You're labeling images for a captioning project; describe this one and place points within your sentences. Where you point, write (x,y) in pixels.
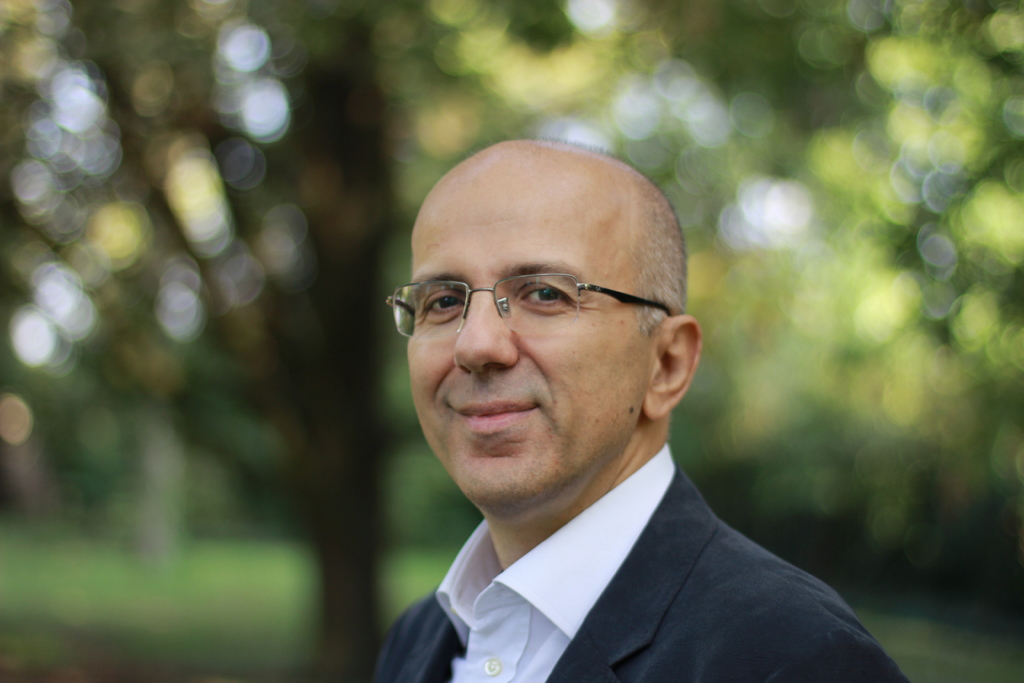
In this image, we can see a man (538,479) is wearing glasses (527,302). He is seeing and smiling. Background (1001,307) there is a blur view. Here we can see greenery (975,233).
